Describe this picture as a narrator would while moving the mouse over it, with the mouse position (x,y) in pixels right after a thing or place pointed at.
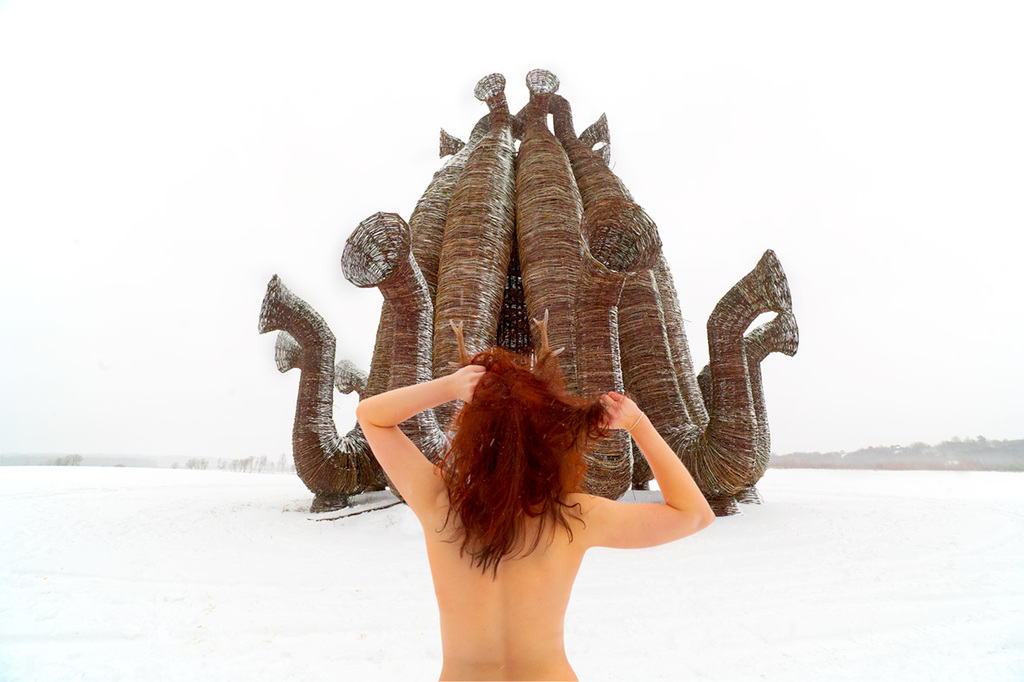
In this picture I can observe a woman (484,476) in the middle of the picture (498,419). In front of the woman (496,638) there is a sculpture (481,279) on the land (270,517). I can observe some snow (158,551) on the land (607,596). In the background (418,51) I can observe sky (262,163).
